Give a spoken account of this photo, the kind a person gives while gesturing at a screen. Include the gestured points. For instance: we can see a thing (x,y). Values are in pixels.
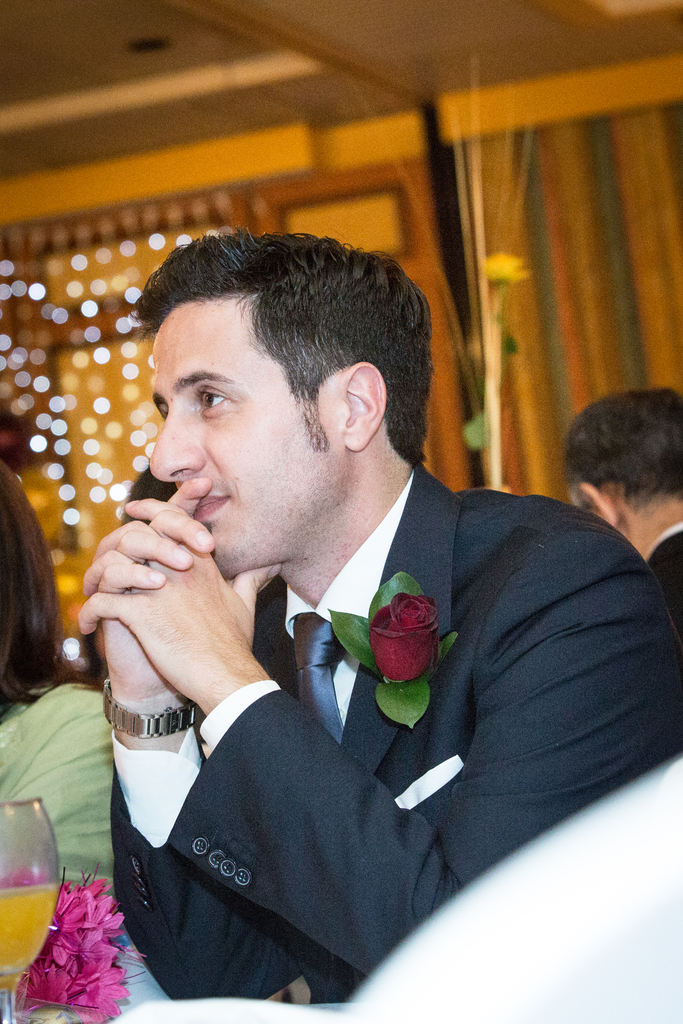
In this picture we can see a man (318,933) wearing a blazer (337,742), tie (316,683), watch (117,718) and smiling and beside him we can see a woman (4,582) and in front of him we can see a glass (39,820), flowers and at the back of him we can see some people (656,507), curtains (523,367), lights (3,267).
